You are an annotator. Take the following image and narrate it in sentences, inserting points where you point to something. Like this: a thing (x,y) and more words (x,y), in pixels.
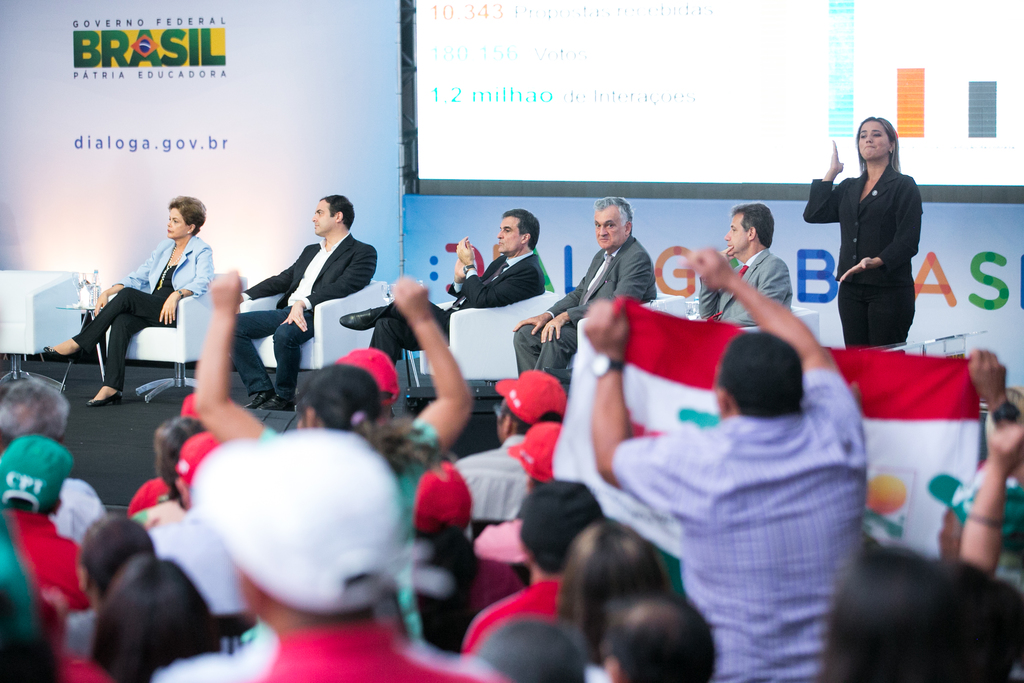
In the foreground of the image (430,559) there are some group of persons (809,470) sitting and some are standing and in the background of the image (552,357) we can see some group of persons (497,301) sitting on chairs (498,354) on stage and there is a lady person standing on stage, there is projector screen (701,24) and white color sheet (171,140).
